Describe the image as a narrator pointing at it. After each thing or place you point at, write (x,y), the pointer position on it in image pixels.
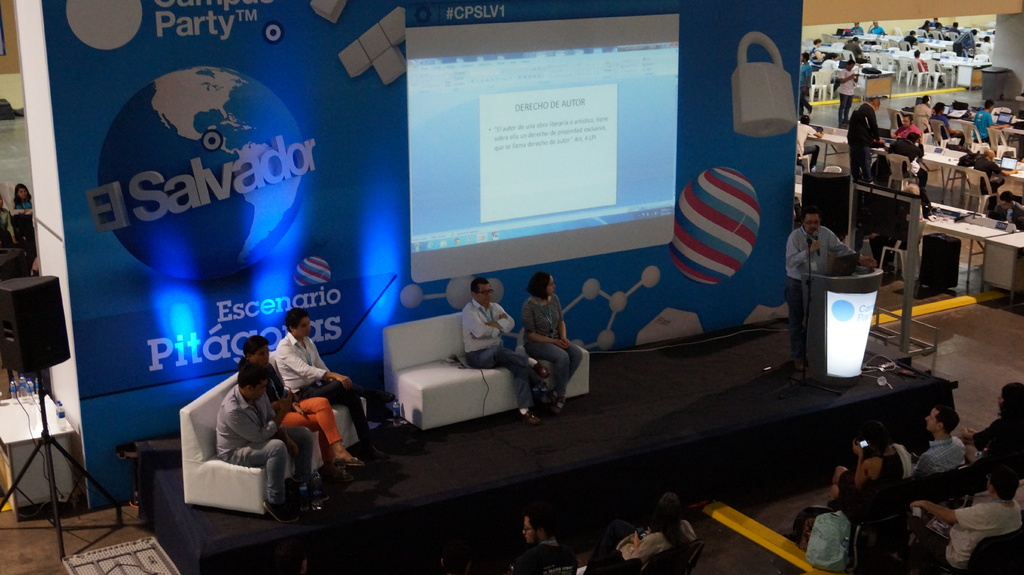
In the image we can see there are many people (867,143) around. They are sitting and some of them are standing and they are wearing shoes (339,462). Here we can see the podium (842,332) and microphone (815,240). Here we can see projected screen (533,155), poster (293,174) and text (192,197) on it. We can even see there are many chairs (953,486) and tables (964,233), we can even see there are many systems (1004,161) and cable wires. Here we can see water bottles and the floor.
